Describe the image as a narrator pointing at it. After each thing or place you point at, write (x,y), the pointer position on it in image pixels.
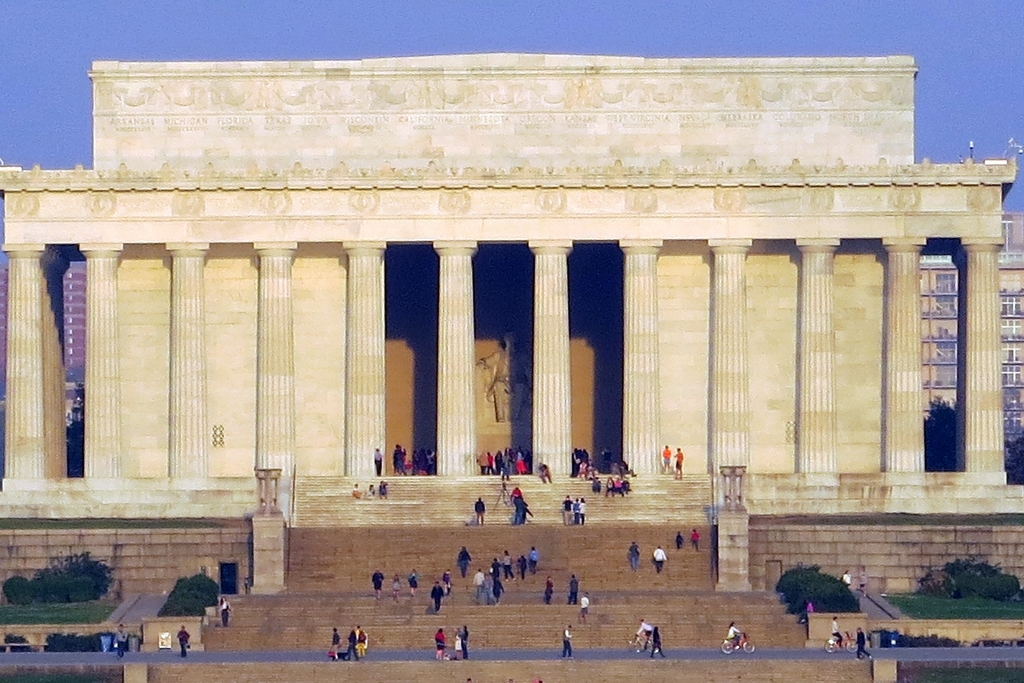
In this picture I can see the bushes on either side of this image, in the middle (367,437) there are few people (534,566) and it looks like a monument (449,427), in the background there are buildings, at the top (509,23) I can see the sky (509,23).
